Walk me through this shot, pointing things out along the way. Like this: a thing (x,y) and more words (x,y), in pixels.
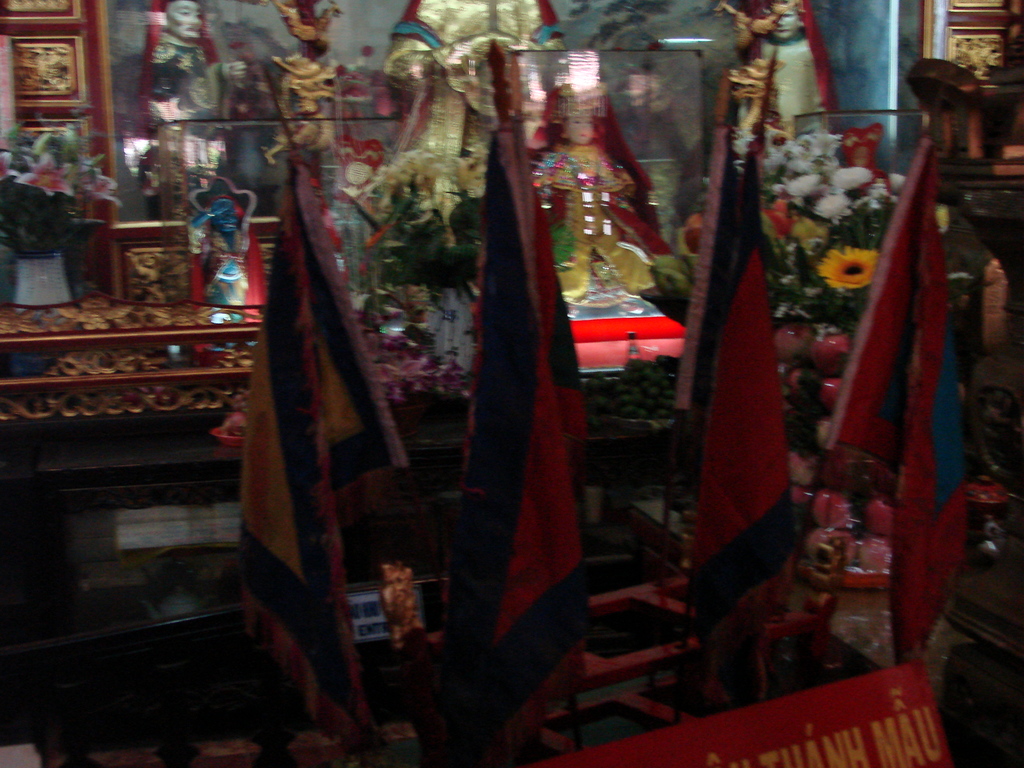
In the image I can see some idols (461,135), plants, flowers (808,145) and some other things (451,350) around.
